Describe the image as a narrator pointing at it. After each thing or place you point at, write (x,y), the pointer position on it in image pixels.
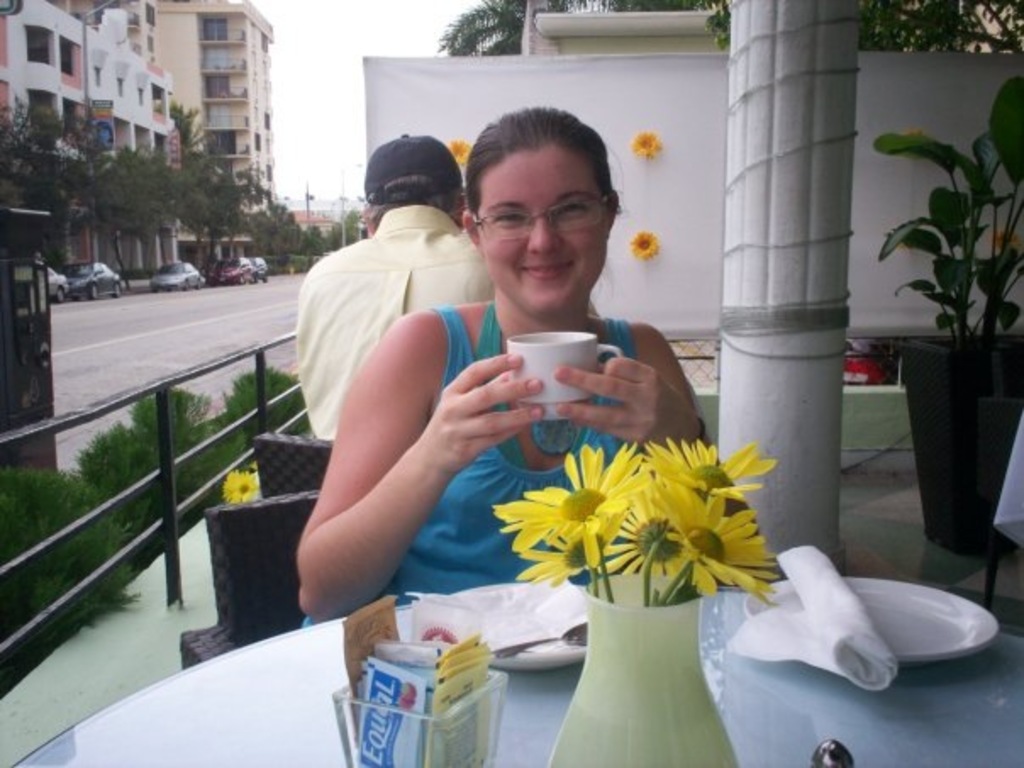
This woman (569,303) is sitting on a chair (295,522) and holding a coffee (581,366). On this table (317,726) there is a container (488,739), flowers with vase (655,653), plate (929,635), spoon (512,653) and cloth (801,610). Backside of this woman (495,429) another person (340,341) is sitting on a chair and wore cap (423,152). This is plant (959,312). Far we can able to see buildings (158,129), trees (94,195) and vehicles (219,273) on road (169,307).
